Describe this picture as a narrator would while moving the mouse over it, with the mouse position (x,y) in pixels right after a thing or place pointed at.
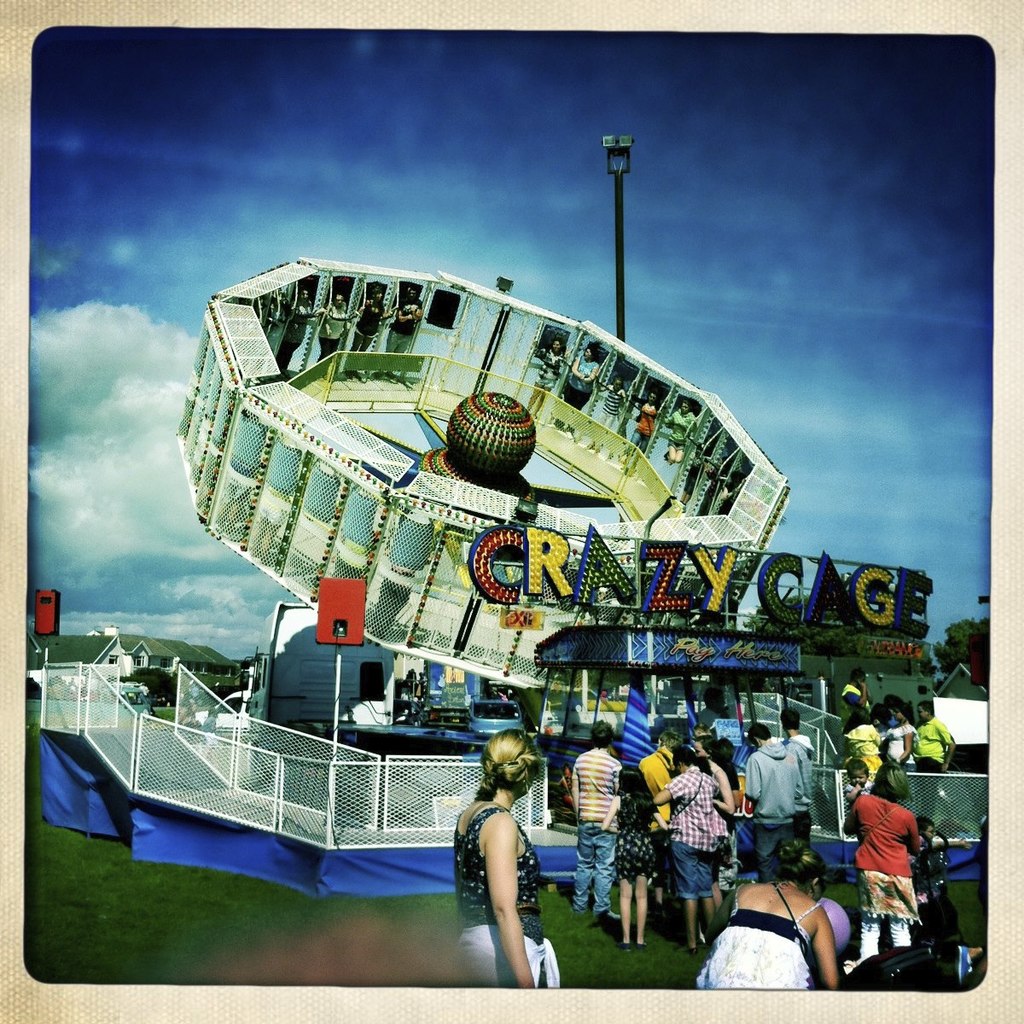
This image consists of a amusement ride (676,598). At the bottom (57,965), there is green grass (172,916). And we can see many people (735,964) in this image. At the top (242,131), there are clouds (123,575) in the sky (912,88). In the middle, there is a pole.
